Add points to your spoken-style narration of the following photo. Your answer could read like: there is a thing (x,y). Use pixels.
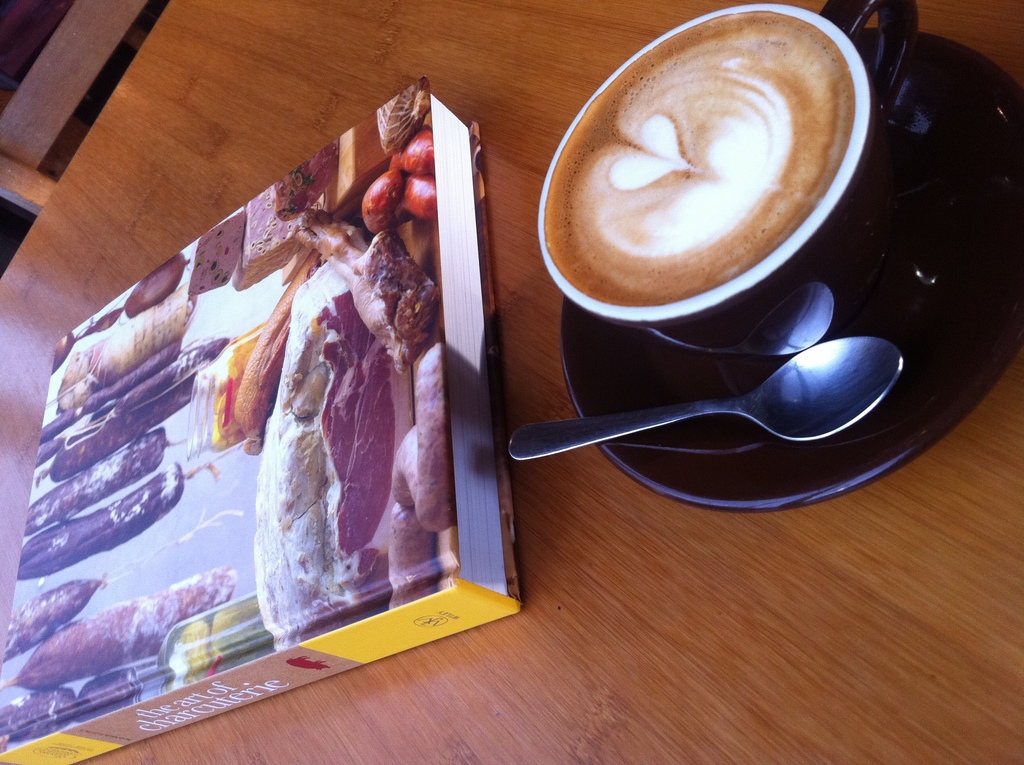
In this picture I see the brown color surface (157,169) on which there is a book (143,414) and I see a picture (130,389) on which there is food (251,401) and I see something is written and on the right side of this image (695,380) I see a saucer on which there is a cup (664,147) and I see liquid (687,113) in it which is of white and brown in color and I see a spoon (796,380) on the saucer (723,394).
